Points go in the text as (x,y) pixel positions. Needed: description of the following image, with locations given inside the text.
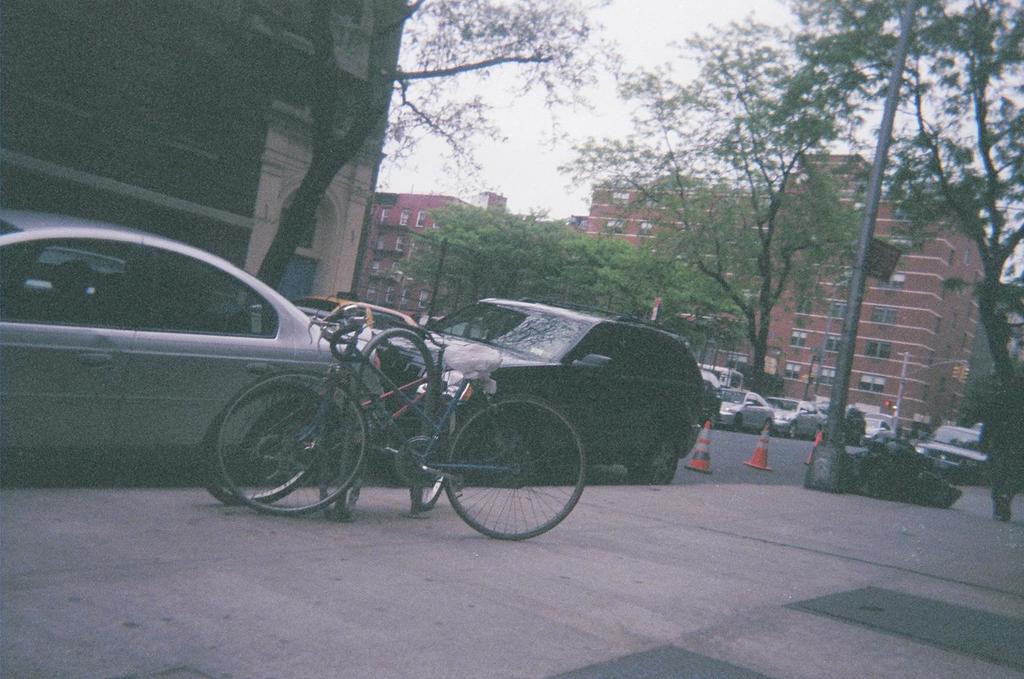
In this picture we can see some vehicles (927,455), in the background (947,267) there are buildings (898,242), we can see trees (655,155) in the middle (621,248), there are two bicycles (445,462), a pole (834,442) and traffic cones (704,451) in the front (835,436), there is the sky (659,20) at the top of the picture (660,22).
